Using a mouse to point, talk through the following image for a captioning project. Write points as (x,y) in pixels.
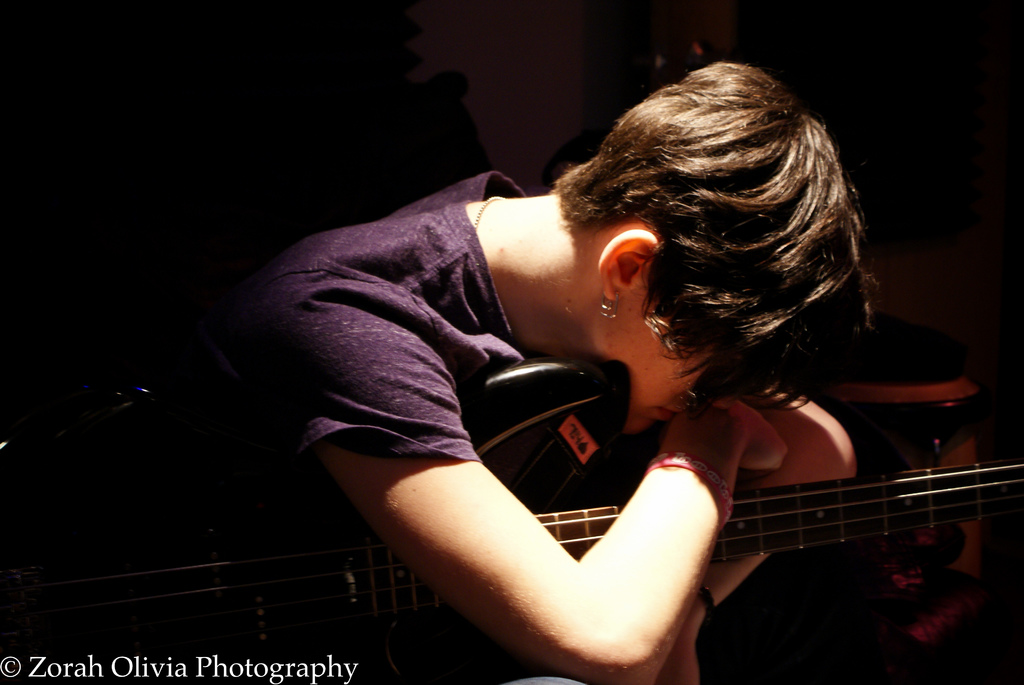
Here we can see a woman (491,344) sitting and holding guitar (924,470) in her hands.
